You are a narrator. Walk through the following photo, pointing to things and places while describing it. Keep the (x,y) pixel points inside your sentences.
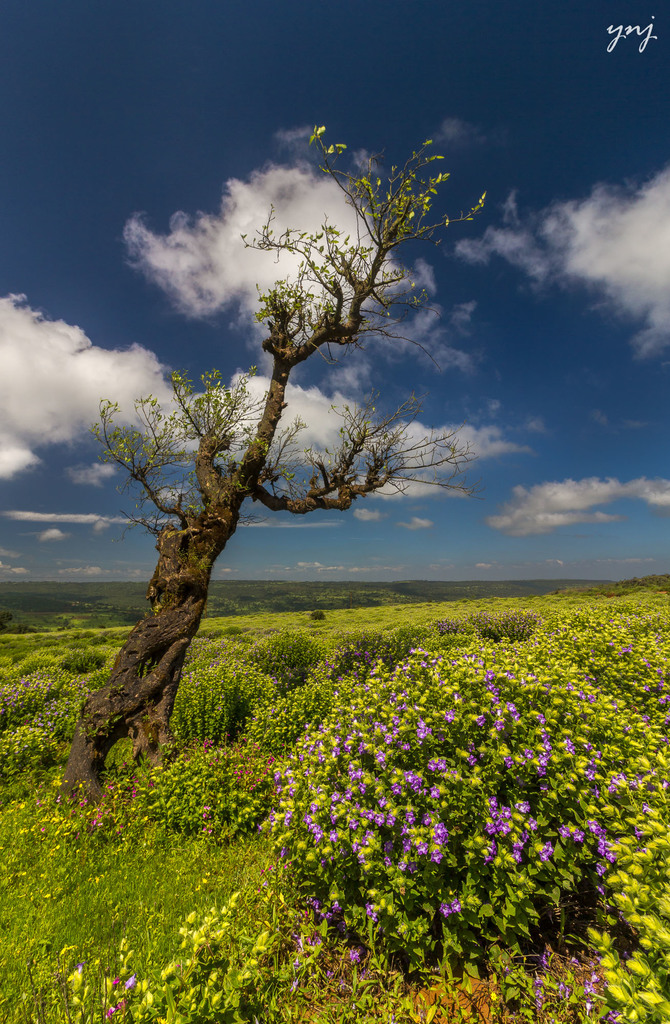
In the image there is a tree (344,327) on the left side (218,484) on grass land (26,656), there are many plants (395,664) all over the place and above its sky (529,340) with clouds (207,281).
